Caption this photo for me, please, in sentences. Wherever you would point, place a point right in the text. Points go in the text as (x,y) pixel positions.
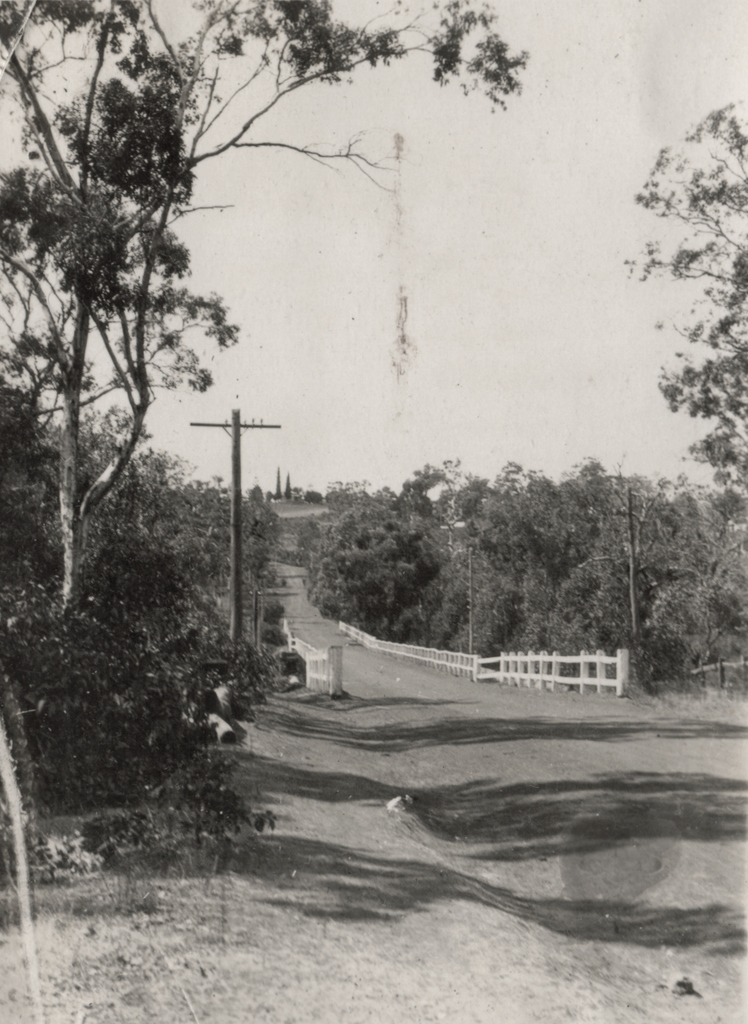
It is a black and white image. In this image we can see the trees (368,520), electrical poles (470,599), road (538,699), barriers (546,659) and also the sky (362,279).
